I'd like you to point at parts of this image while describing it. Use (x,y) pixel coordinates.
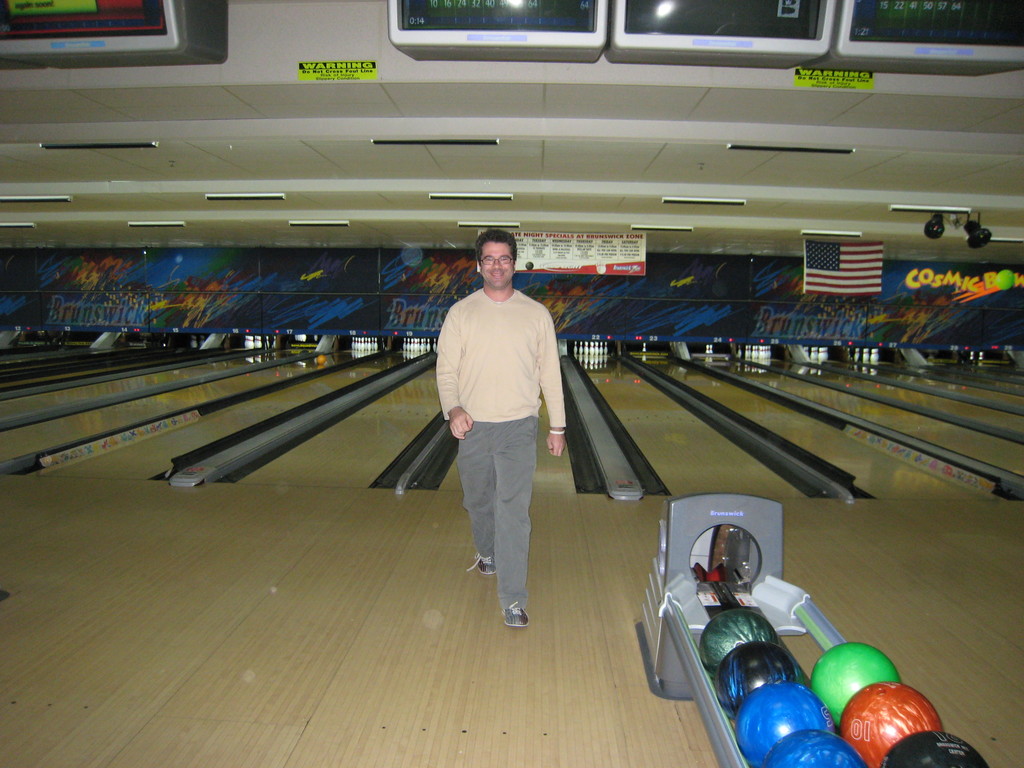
In this image in the center (518,334) there is one person (499,331) walking and smiling, at the bottom (729,682) there are some balls (729,682) in some object (701,503). And in the background (162,428) there are some pins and floor (325,480), and in the center of the image (617,256) there is a board (611,244) and flag (873,279). On the board (599,262) there is text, and at the top (775,175) there is ceiling (492,176) and some lights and at the top of the image (444,58) there are some monitors (634,58).
